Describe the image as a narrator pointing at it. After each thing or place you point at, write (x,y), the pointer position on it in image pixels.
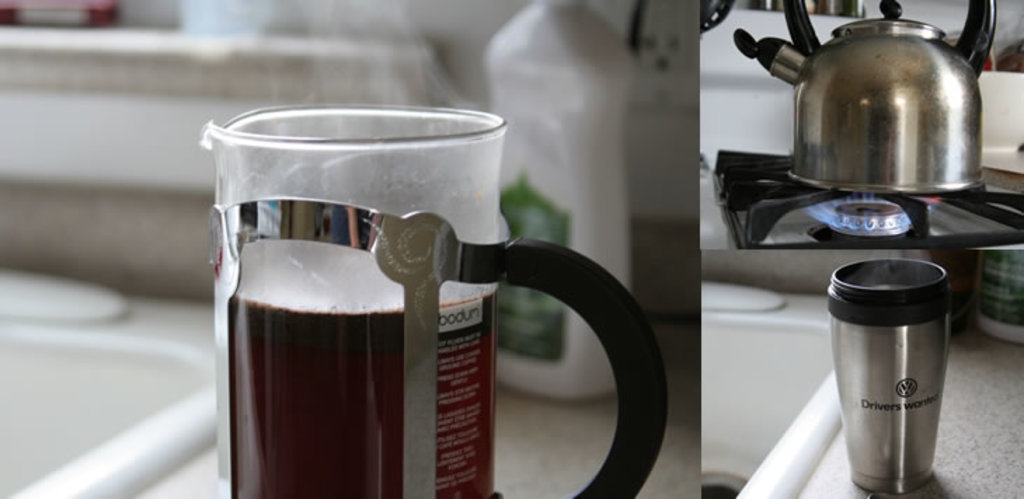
In this image we can see a collage picture of three images on the left side (305,251) there is a coffee press (467,213) and a bottle (575,96) in the background (564,119), on the right side (878,263) there is a travel mug (893,346) and a kettle (890,72) on the stove (849,213).
